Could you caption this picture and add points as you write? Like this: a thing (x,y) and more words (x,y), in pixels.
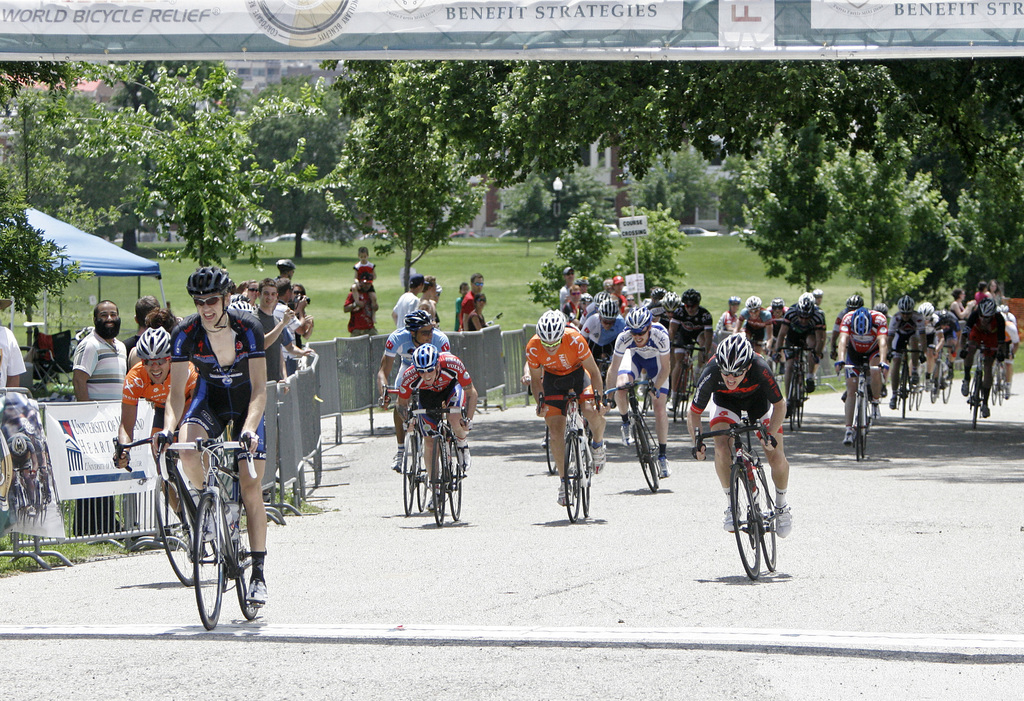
In this picture I can see there are few people (143,336) riding the bicycles (934,382) and they are wearing helmets (637,312). There is a road (855,454), a railing (297,395) to the left (29,420) with a banner (79,445) and there are a few people (8,345) standing to the left side (283,336), there is a tent (138,269), a banner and there are trees (277,142). There is a banner (275,40) at the top of the image (488,9).
